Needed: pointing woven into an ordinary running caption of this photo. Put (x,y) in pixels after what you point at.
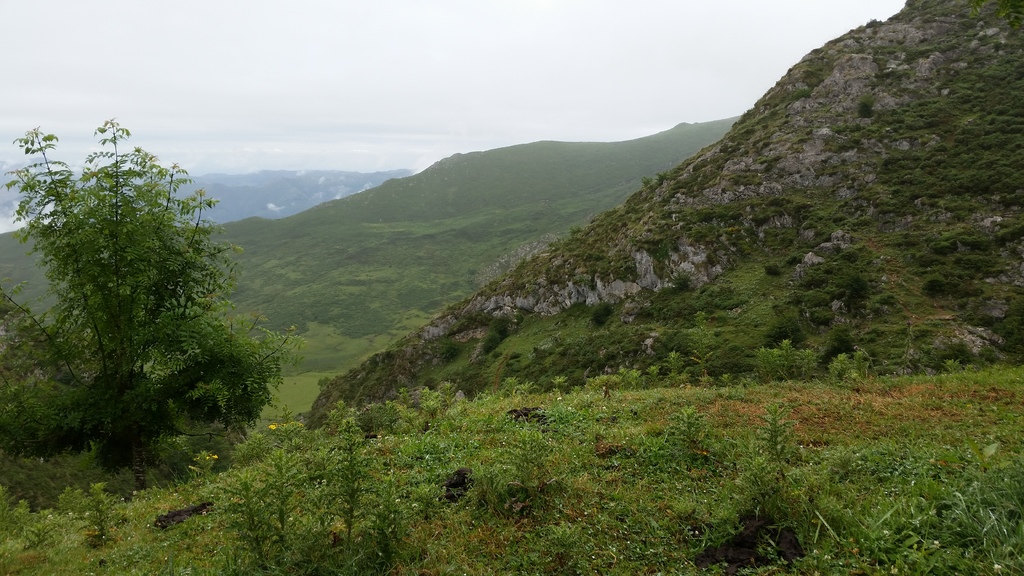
There are plants (506,472) and trees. In the back (486,234) there are hills (518,243) and sky (506,90).
